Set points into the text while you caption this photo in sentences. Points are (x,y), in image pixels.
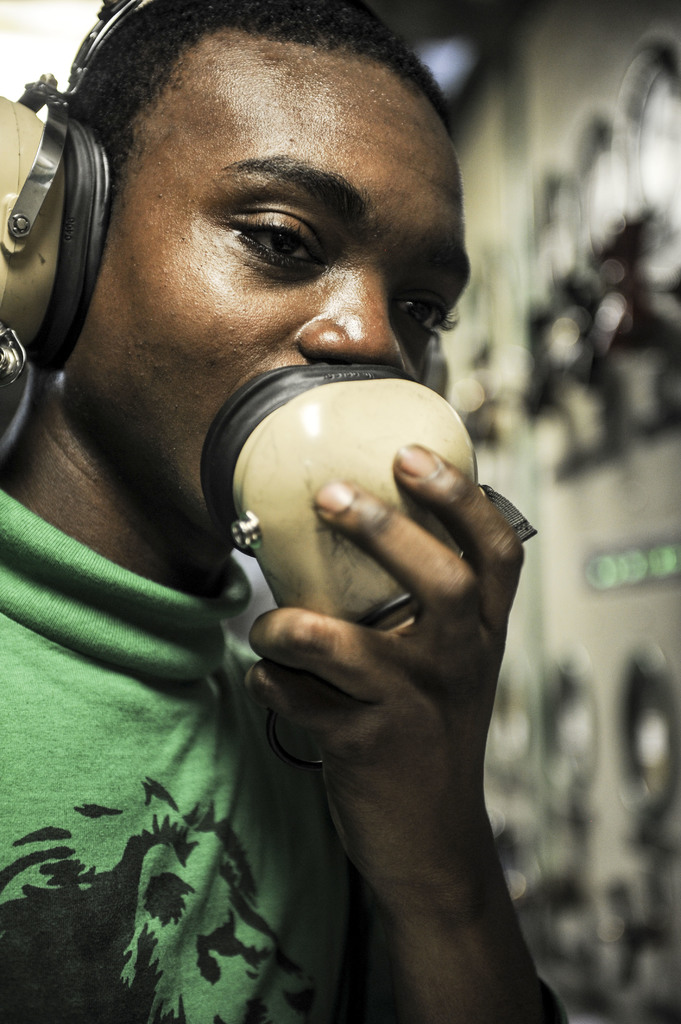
In this image, there is a man (185,830) standing and he is holding an object (348,565) and placing it at his mouth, he is wearing some object (51,225) like earphones (42,230).
